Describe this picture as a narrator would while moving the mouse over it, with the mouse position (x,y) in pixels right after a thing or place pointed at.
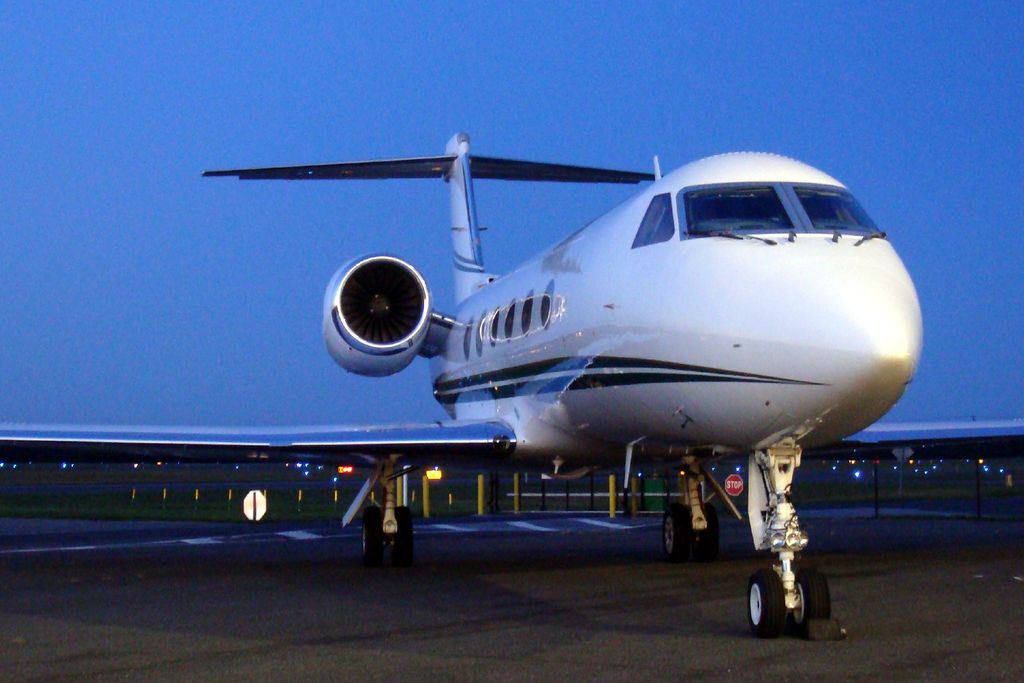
In this picture we can see an airplane (674,436) on the ground (444,575). In the background (198,498) we can see poles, fence (654,498), lights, some objects (343,467) and the sky (682,58).
